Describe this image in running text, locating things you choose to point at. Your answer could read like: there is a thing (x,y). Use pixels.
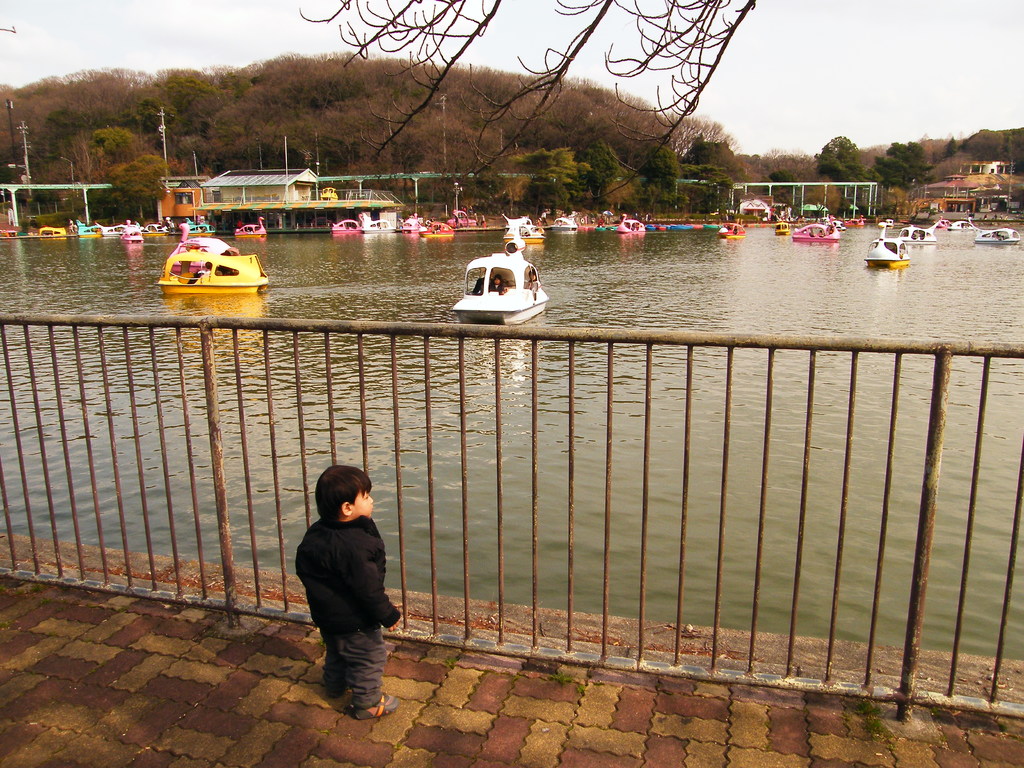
In this image there is water (521,418) and we can see boats (509,252) on the water (925,262). At the bottom (348,583) there is a kid (380,715) and we can see grilles (430,469). In the background (297,98) there are trees (919,150) and sky (702,95). We can see sheds (283,185) and there are poles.
